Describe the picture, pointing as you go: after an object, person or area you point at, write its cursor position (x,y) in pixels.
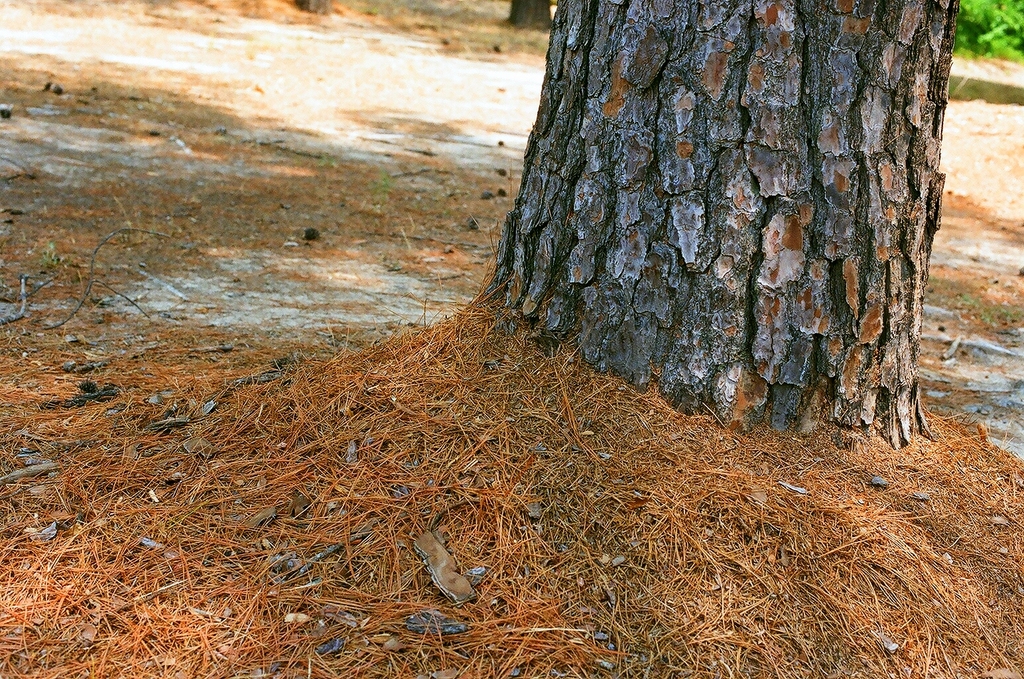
In this image we can see the trunk (737,212) of a tree (804,204), there are plants (1019,43), also we can see the dirt (289,208) on the ground (226,228).
